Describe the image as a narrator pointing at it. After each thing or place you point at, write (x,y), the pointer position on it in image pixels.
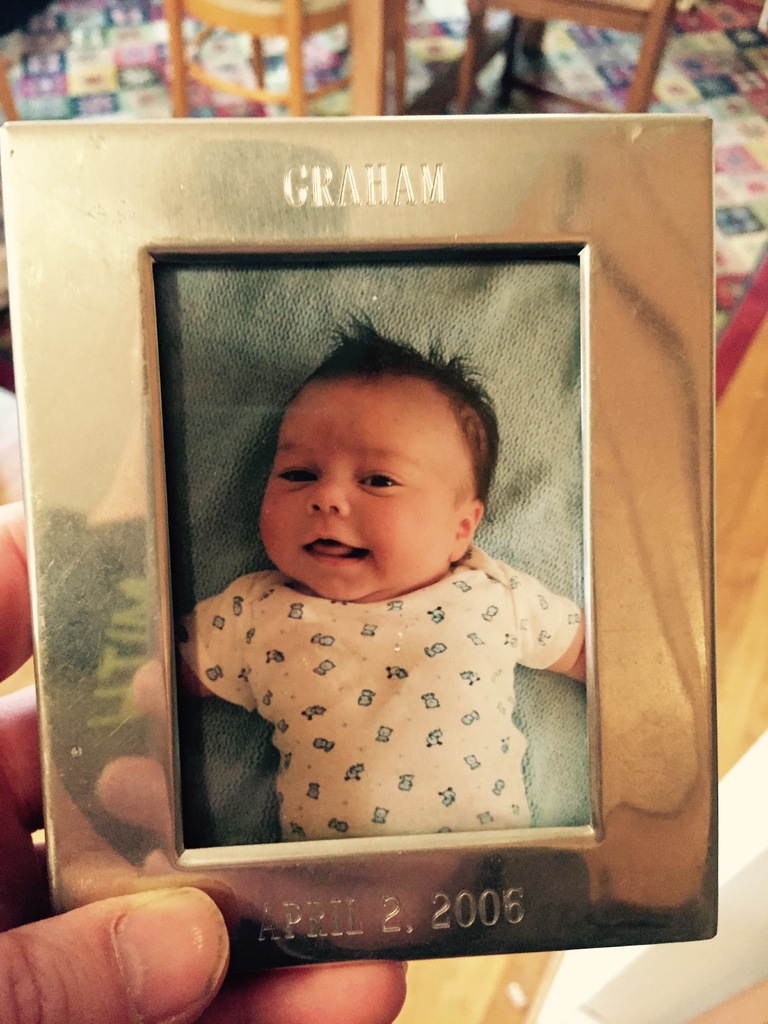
In this image we can see some person (149,923) holding the photo frame (335,493) of a boy (378,441) and on the frame (370,199) we can see the name (350,166) and also the date (402,917). In the background (326,66), we can see the floor (687,76) and also the chairs (398,66).
